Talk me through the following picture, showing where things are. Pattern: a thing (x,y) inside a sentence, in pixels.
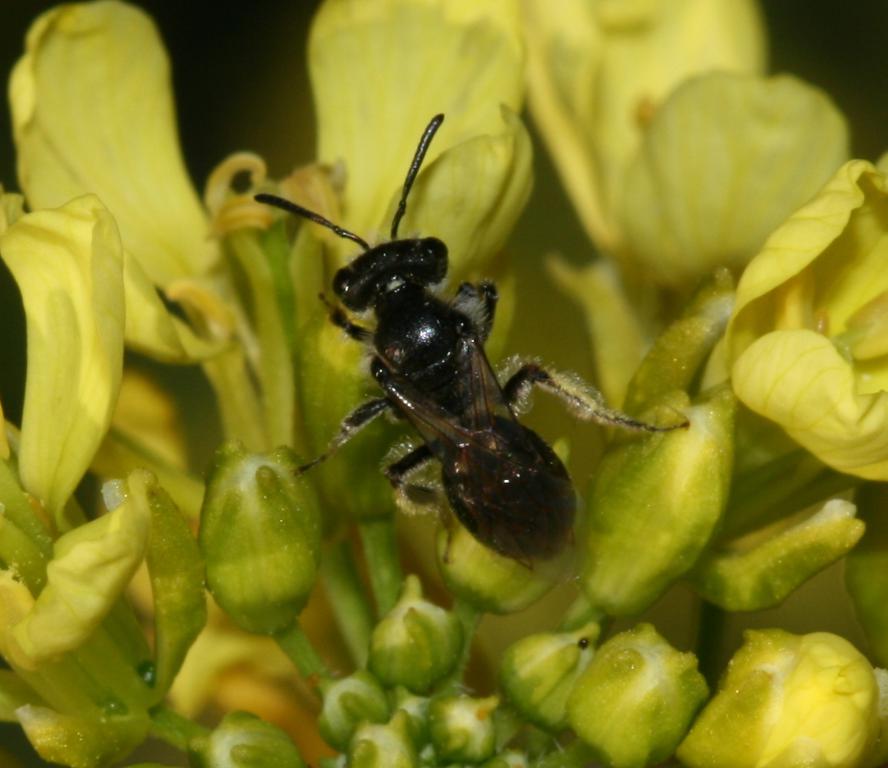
In this image there is an insect (470,380) on the flowers (72,174). There is a stem (354,636) having flowers (50,622) and buds (425,704). Background (268,64) is blurry.
